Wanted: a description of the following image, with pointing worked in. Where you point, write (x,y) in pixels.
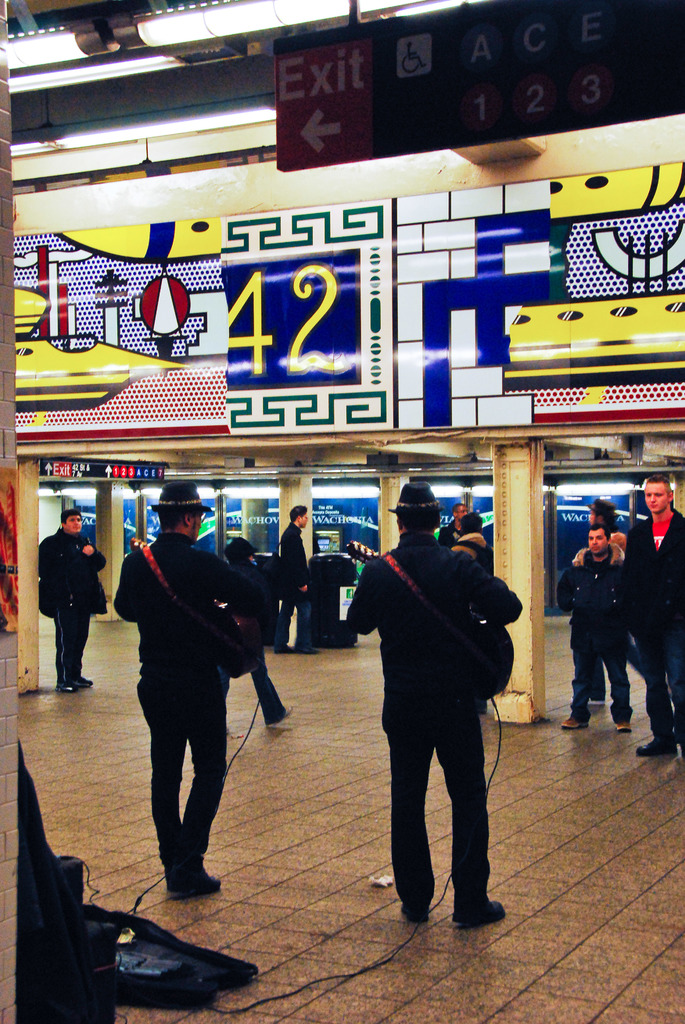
In this image I can see number of people (676,517) are standing. I can see most of them are wearing black dress (376,576) and these two are wearing hats (183,496). I can also see these two are holding guitars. In the background (274,542) I can see number of boards (76,350), lights (35,149) and on these boards (386,354) I can see something is written. I can also see few things (41,814) over here.
